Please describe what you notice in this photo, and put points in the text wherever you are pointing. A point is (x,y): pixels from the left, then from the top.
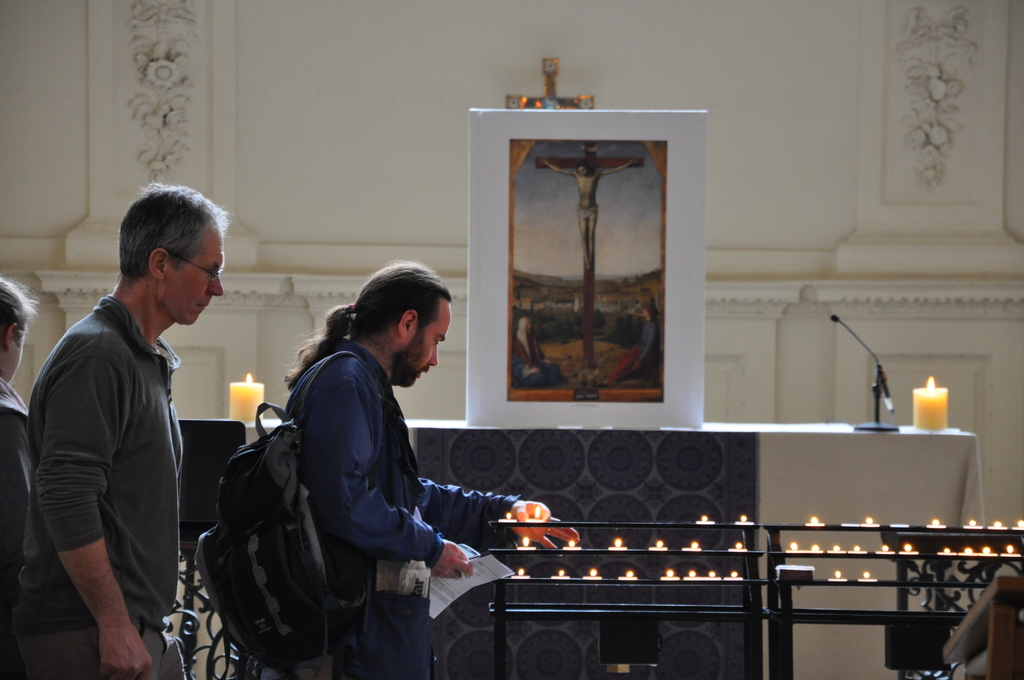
In this image there is a person (528,517) holding a paper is lighting a candle (535,519) in front of him on a metal rod platform (613,550), behind him there are two people (148,533) standing, in front of them there are candles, mic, a photo frame (603,399) on the platform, in the background of the image (461,357) there is a wall (516,53) with a cross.
